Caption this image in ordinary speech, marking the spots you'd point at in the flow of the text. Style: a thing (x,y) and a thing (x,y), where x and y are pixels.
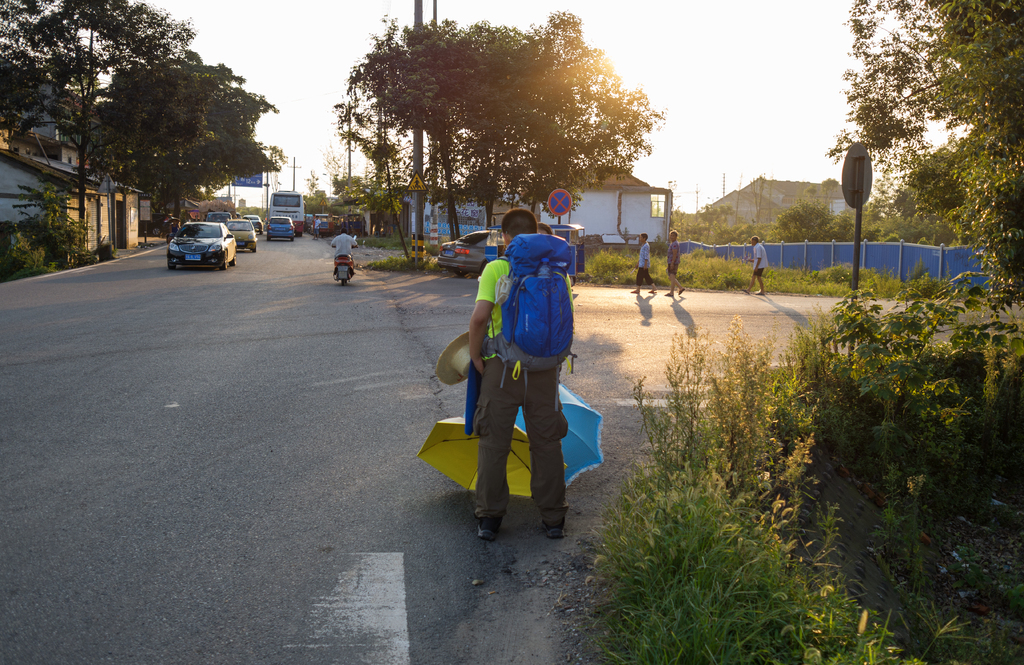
In the foreground (604,462), I can see grass (722,475), plants (807,406), sign boards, light poles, group of people (516,409) and fleets of vehicles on the road (306,335). In the background (404,247), I can see buildings (623,218), trees (547,178), fence (788,250) and the sky (310,150). This image taken, maybe during a sunny day.
